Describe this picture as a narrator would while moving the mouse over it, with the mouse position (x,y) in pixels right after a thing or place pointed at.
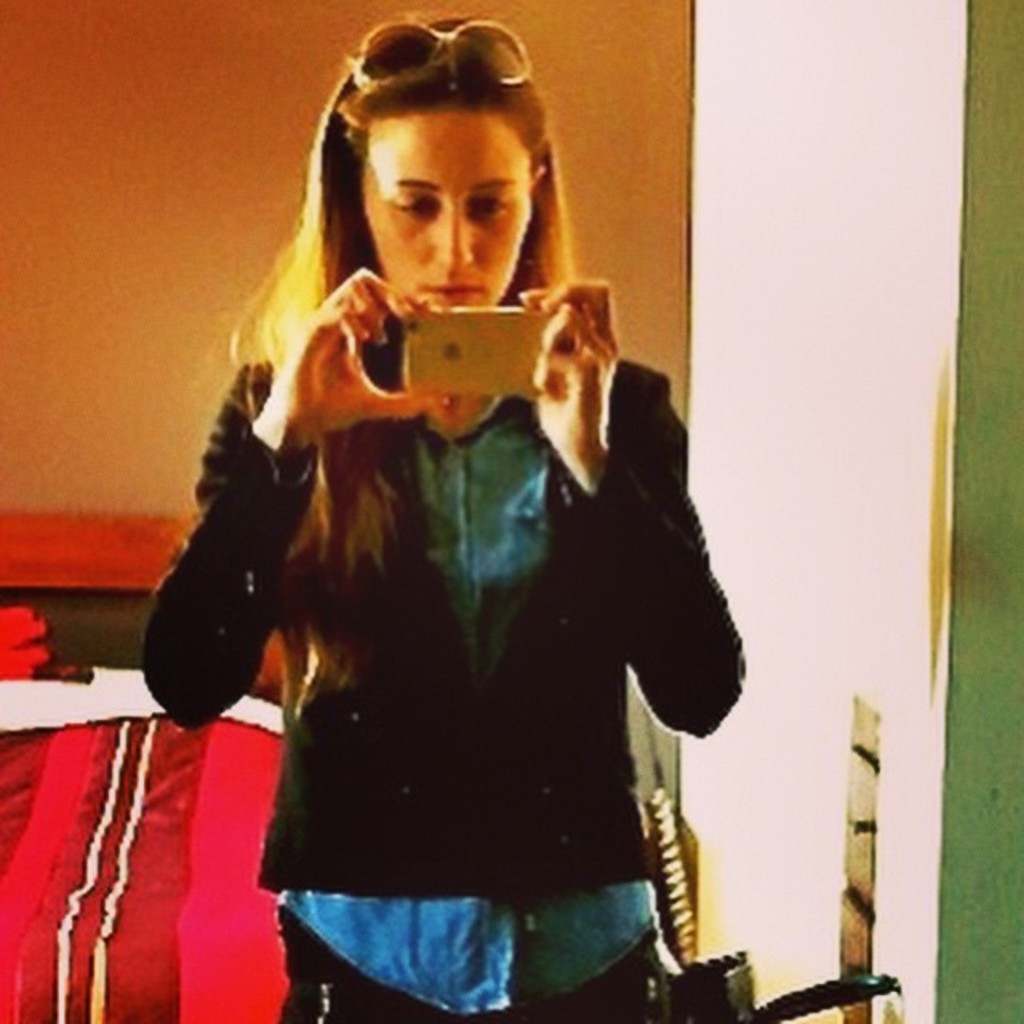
In this picture I can see a woman (372,521) standing and taking a picture.
